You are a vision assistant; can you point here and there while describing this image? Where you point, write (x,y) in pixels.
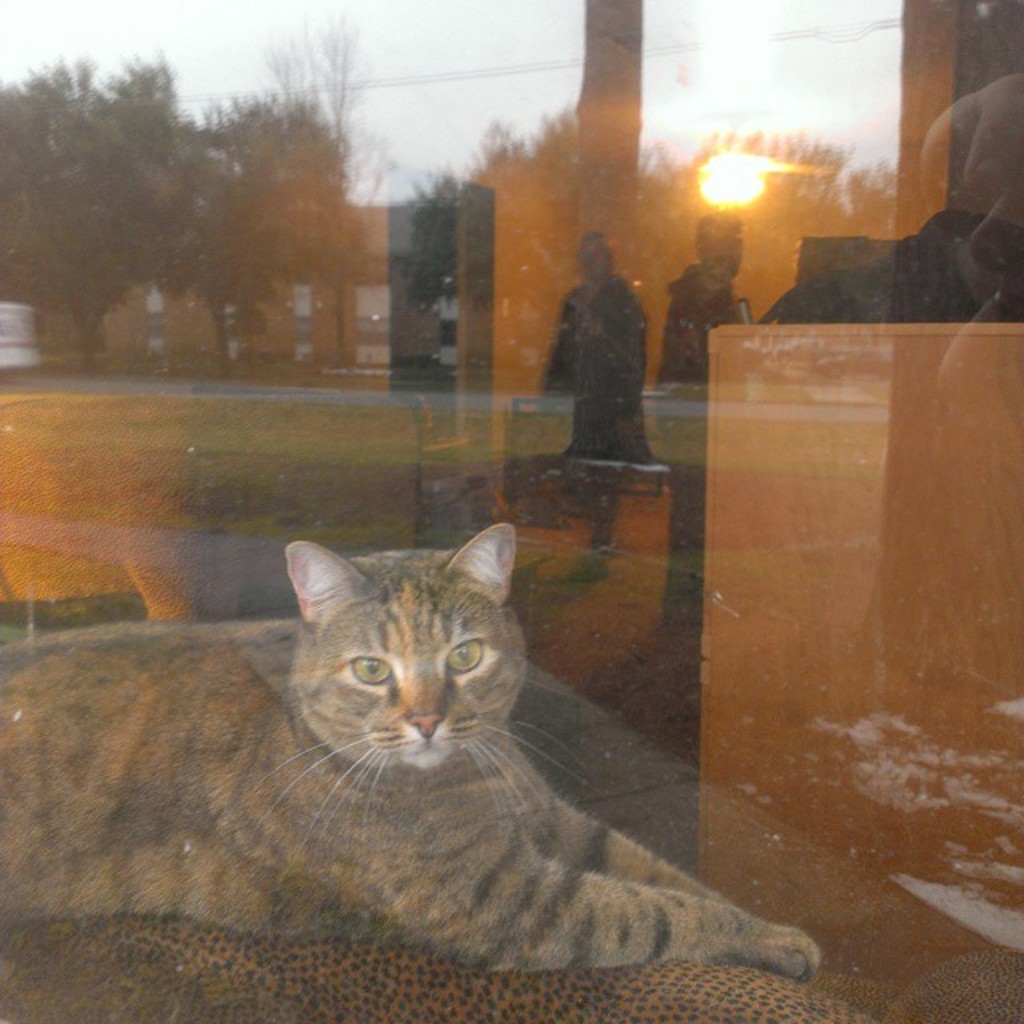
This is a cat (297,906) sitting. This looks like a glass door (224,565). I can see the reflection (563,240) of the trees (99,222), buildings (380,284) and two people (606,344) standing. Here is the grass (329,445). This is the sun (716,199) in the sky (735,178).
